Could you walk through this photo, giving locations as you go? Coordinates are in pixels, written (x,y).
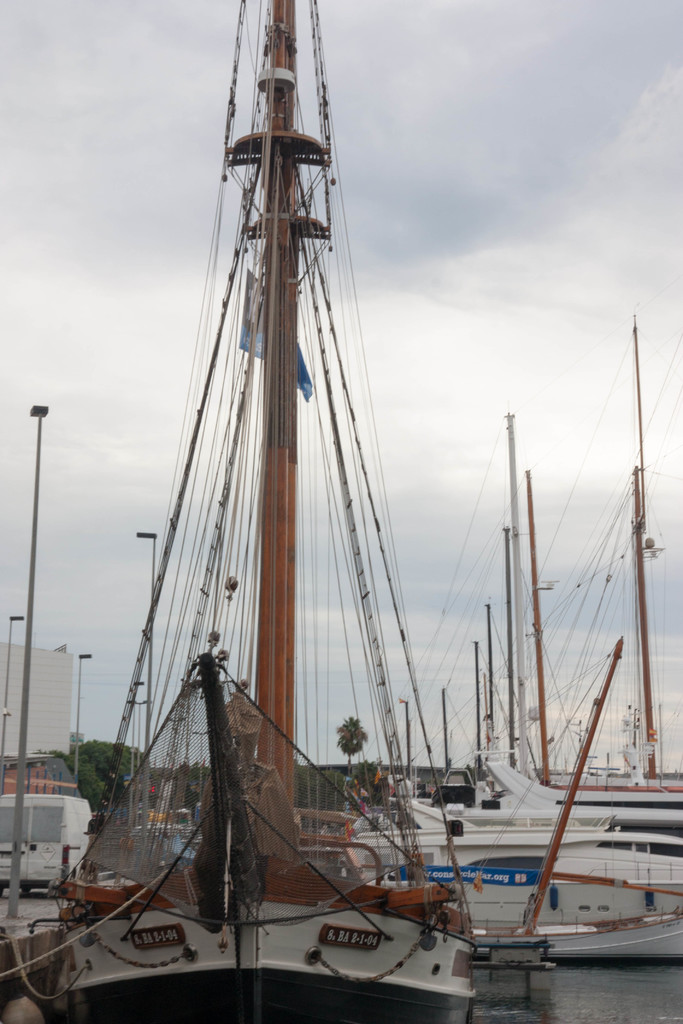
In this image we can see few boats (535,869) on the water (580,982) and there are few trees (100,768), a vehicle (52,874) on the ground (44,905) and the sky (149,261) in the background (485,440).
